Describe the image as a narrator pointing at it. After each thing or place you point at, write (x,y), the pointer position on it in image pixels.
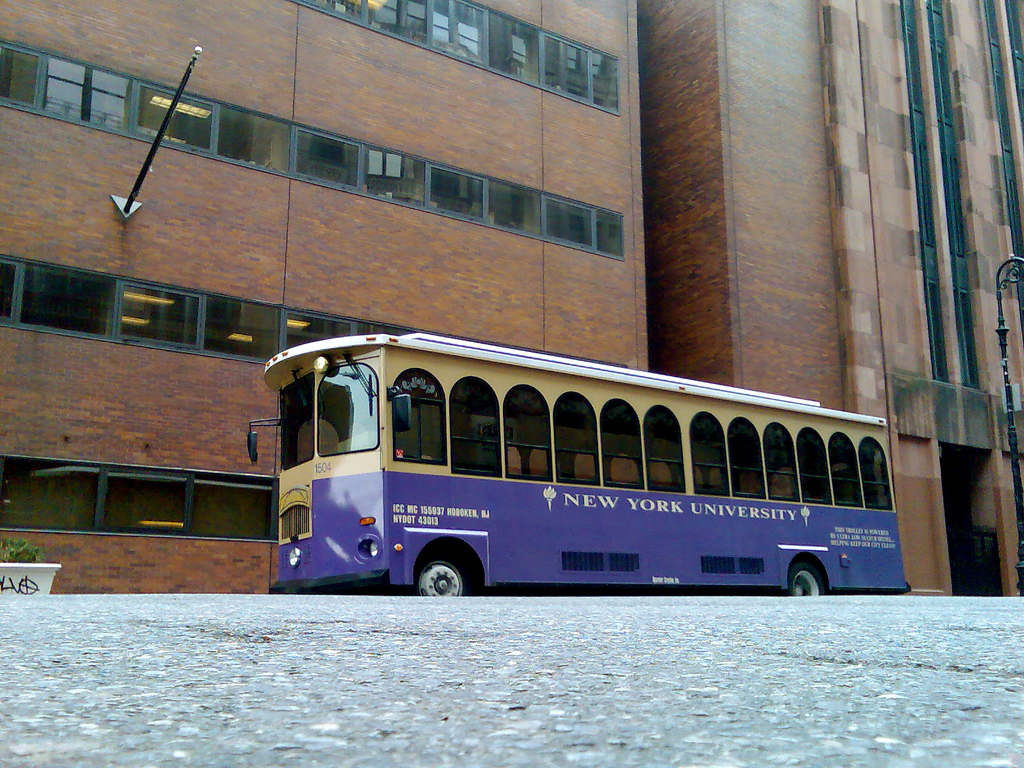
Bus (686,496) with windows (418,414) and wheels (446,574) on the road (452,620). Buildings (490,334) with glass windows (504,209). In-front of this building (482,240) there is a pole (1001,290) and plant (29,555).
